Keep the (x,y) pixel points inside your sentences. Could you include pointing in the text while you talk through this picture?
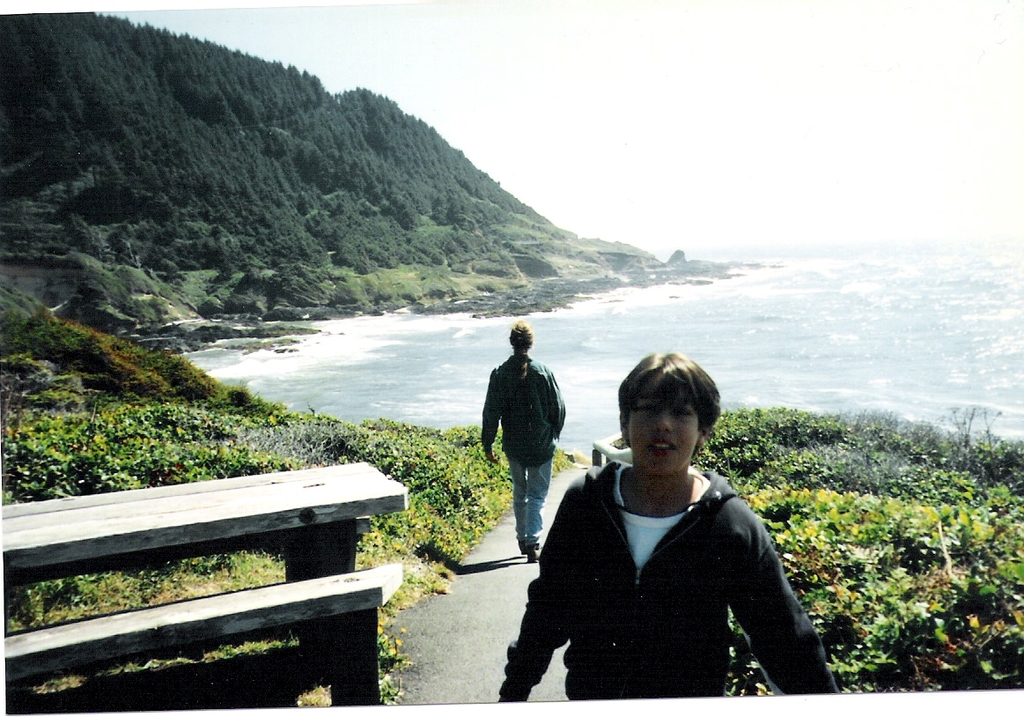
In this image there is a person (664,565) standing and staring at the camera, behind him there is another person (532,508) walking down the road (561,482), on the either side of the road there is grass (488,495), in front of the image there is a wooden bench (228,535), in the background of the image (111,210) there is water (546,320) and mountains (353,298).
